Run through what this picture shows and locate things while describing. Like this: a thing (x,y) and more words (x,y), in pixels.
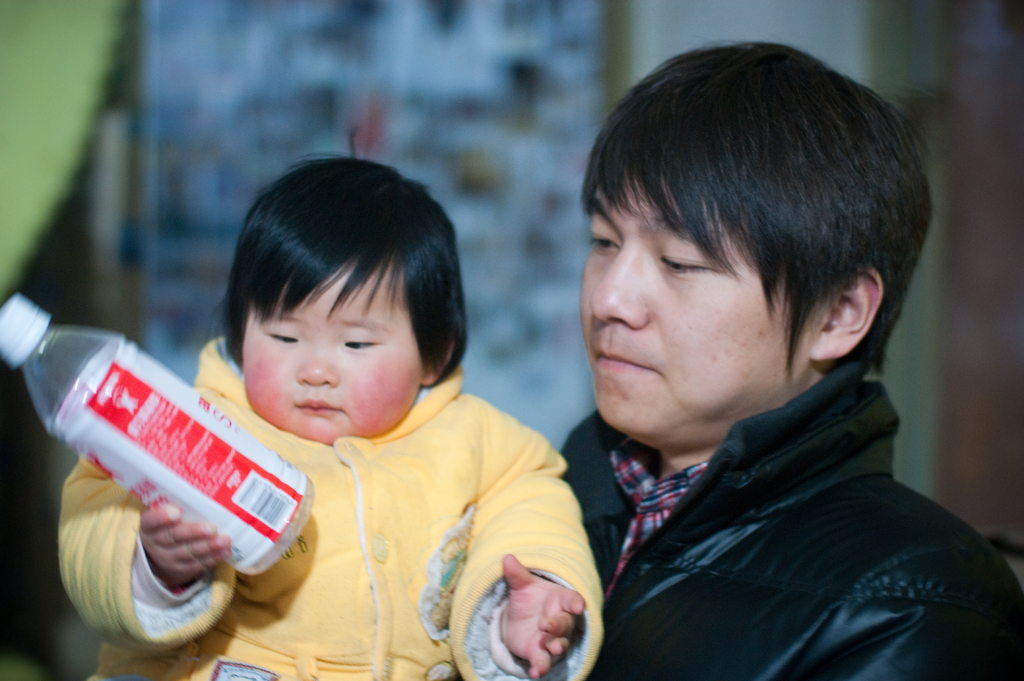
In this image we can see a man (785,568) holding a baby (377,520) in his hand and there is a bottle (227,486) in the baby's hand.
